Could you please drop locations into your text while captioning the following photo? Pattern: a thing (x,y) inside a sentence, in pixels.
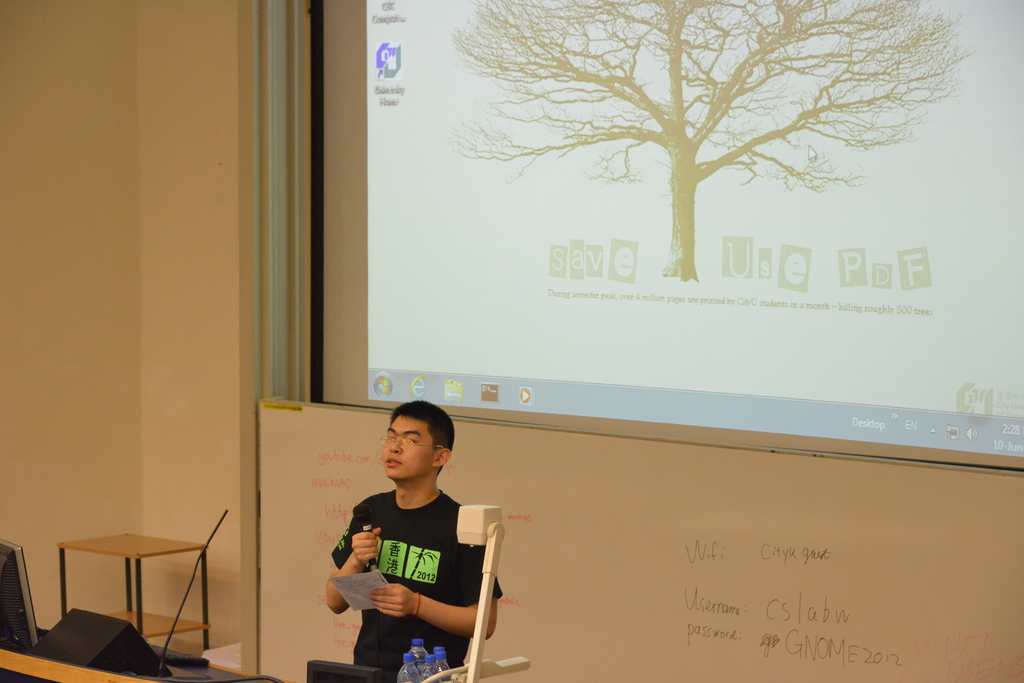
The image is inside the room (789,430). In the image there is a man (401,501) standing and holding a microphone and paper (366,583) on other hand (402,606). On right side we can see water bottle (443,655) and left side (18,601) there is a table (199,666), on table (199,666) there is a keyboard (185,663), monitor (24,590) and speakers (48,636) in background (565,317) there is a screen (616,290) and board (597,579) on which it is written something.
